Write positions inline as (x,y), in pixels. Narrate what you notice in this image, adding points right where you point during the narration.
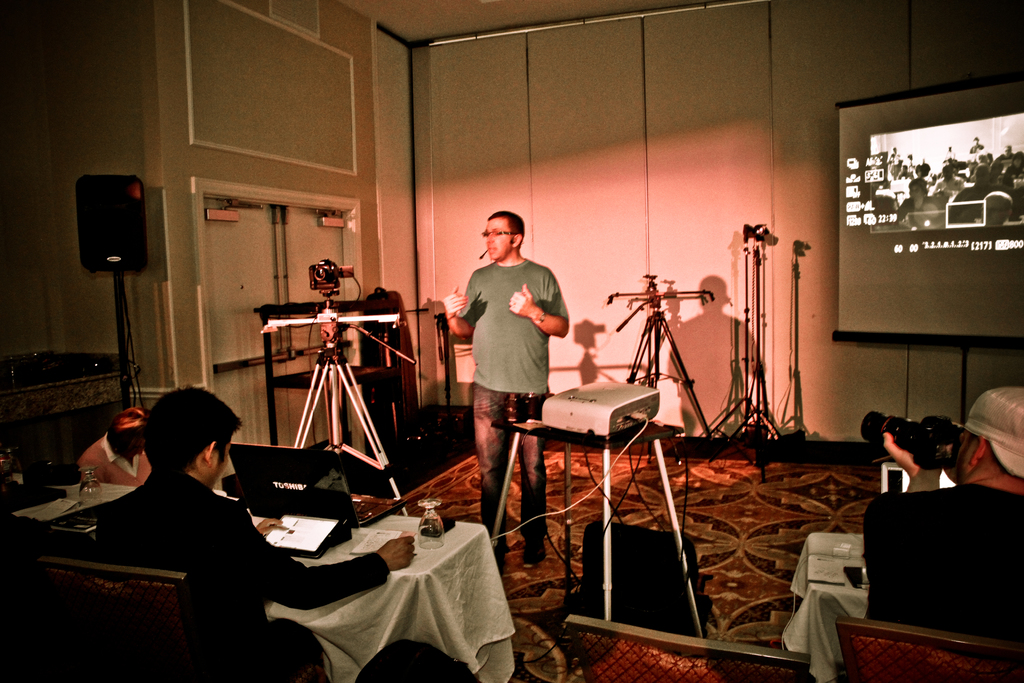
In this image we can see person (468,330) standing on the floor (519,542), person (231,506) sitting on the chair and a person (881,495) holding the camera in his hand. In the background (105,214) we can see speakers (114,250), cameras (321,270), cables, projector (615,402), projector display (888,238), walls (651,153), laptop (283,451), glass tumblers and a carpet (776,525) on the floor (791,535).
